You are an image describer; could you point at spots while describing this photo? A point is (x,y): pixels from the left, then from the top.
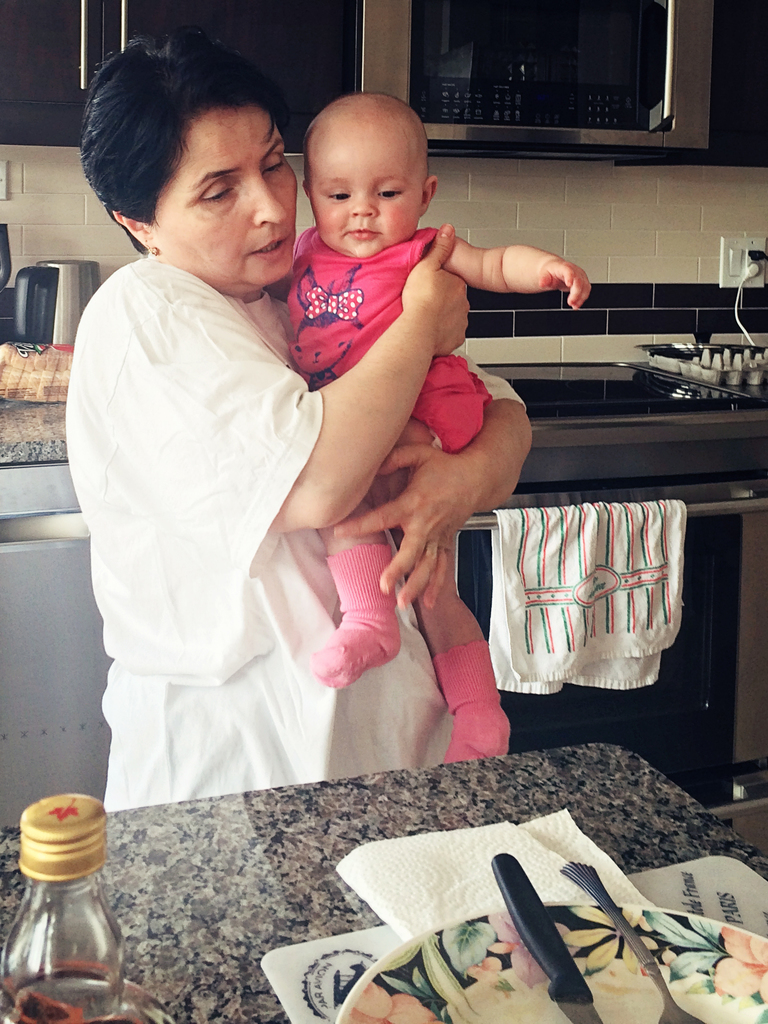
In the above picture i could see a woman (204,258) carrying a baby girl (372,563) in her hands (405,456). The woman (392,430) is wearing white dress (203,617) and baby (299,310) is wearing a pink colored dress (341,280), the baby (354,295) is having a socks (360,599) to her legs (374,632). I could see a counter top (253,826) in the bottom of the picture (413,896), on the counter top (258,890) there is a tissue paper (405,882), on the tissue paper (426,896) there is a plate (442,983) and on the plate (464,966) there is a knife (571,986) and spoon (656,971). Beside the plate (366,1014) there is a bottle (91,975) made up of glass (79,952) and is covered with a lid (53,825). In the back ground of the picture (306,52) i can see the cabinets (73,45) of the kitchen room (62,62) and there is a micro-oven (430,101) attached to those cabinets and there is a tiles (597,204) to the wall (533,205) in the kitchen room (632,239). In the right corner of the picture (658,432) i could see the electric stove (641,396) and electric oven (688,568) which is attached to the counter top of the kitchen room (705,443). There is some cables (739,293) moving to the switchboard (730,281) of the kitchen room (743,249). There are some utensils (58,290) to the left side (33,293) corner of the picture.
